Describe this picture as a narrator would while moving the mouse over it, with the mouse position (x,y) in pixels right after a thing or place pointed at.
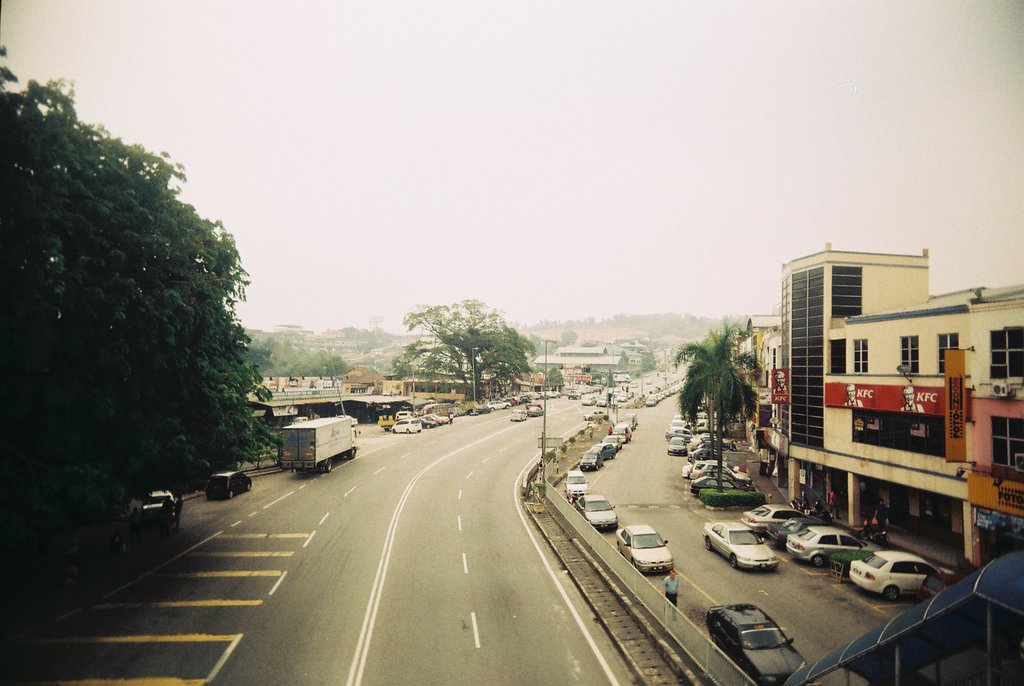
In this picture we can see many cars (744,660) on the road (725,576). Here we can see a man (666,586) who is standing near to the divider (629,597). On the left (320,458) we can see a truck (306,458) and other vehicles (386,425) near to the shed (376,413). On the left (131,323) we can see trees (144,323). In the background (537,339) we can see mountain (649,326) and shed (620,358). On the right (790,417) there is a building (984,355). Here we can see KFC banner (882,401). On the top (685,56) there is a sky (593,36).
